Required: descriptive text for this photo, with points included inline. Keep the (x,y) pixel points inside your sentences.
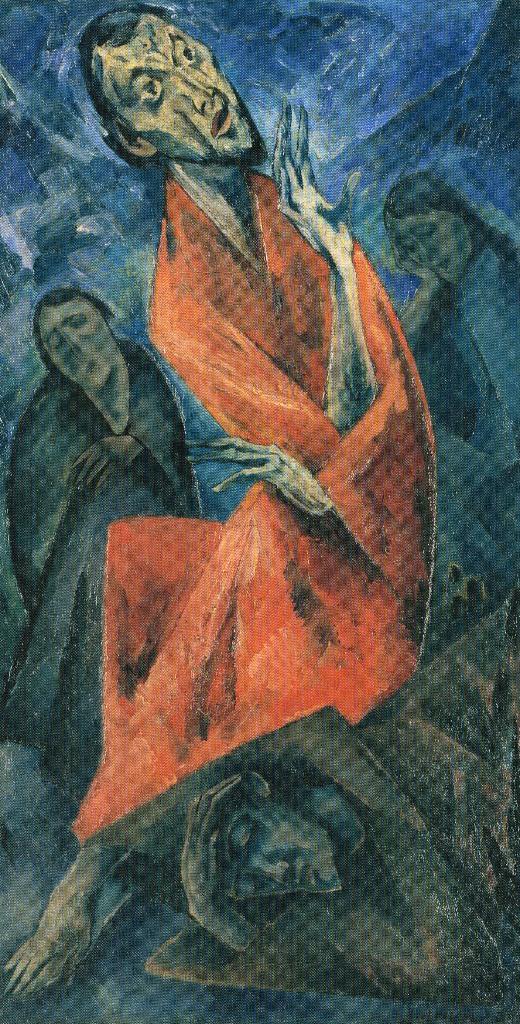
In this picture we can see painted board (209,648), on which we can see a image (214,692) looks like a person (204,659).
